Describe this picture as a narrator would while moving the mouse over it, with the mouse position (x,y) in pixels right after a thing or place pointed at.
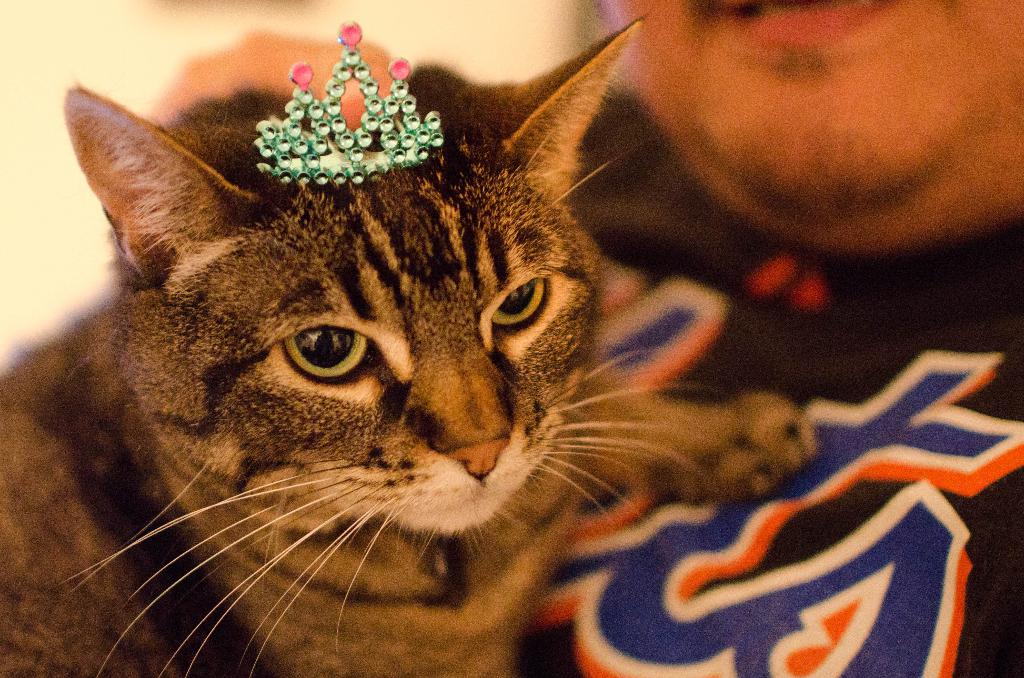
In the image a person (846,183) is holding a cat (552,328). Behind him there is wall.
